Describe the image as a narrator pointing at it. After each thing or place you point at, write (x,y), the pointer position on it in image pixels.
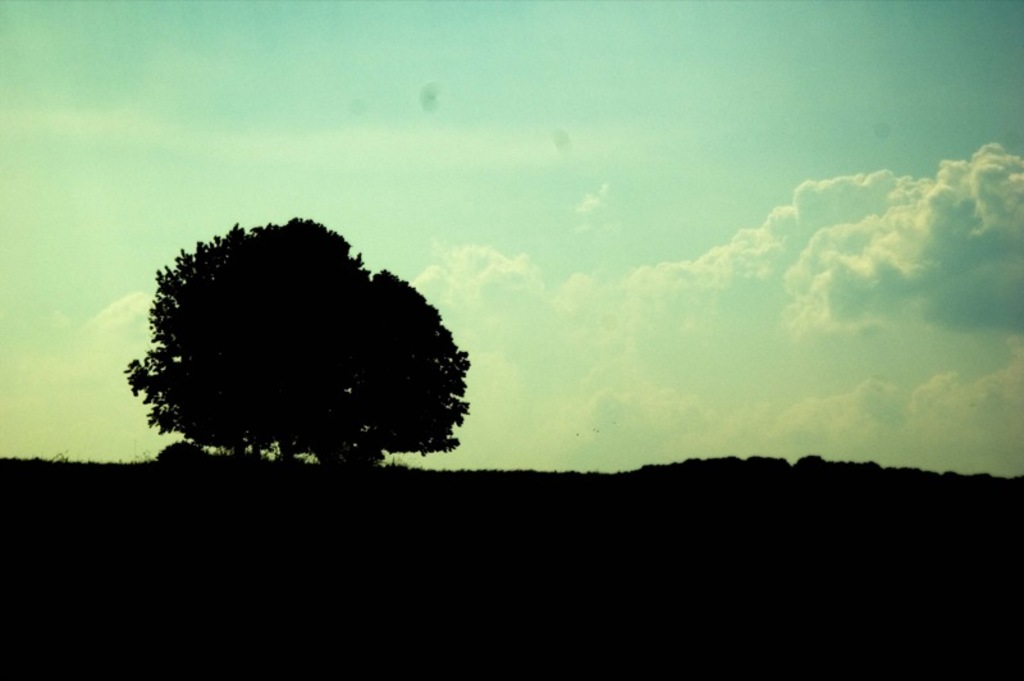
In this picture there is a tree (189,338) on the mountain (329,589). In the background (792,361) we can see the sky (568,286) and clouds (858,259). At the bottom (338,546) we can see the darkness (691,581).
